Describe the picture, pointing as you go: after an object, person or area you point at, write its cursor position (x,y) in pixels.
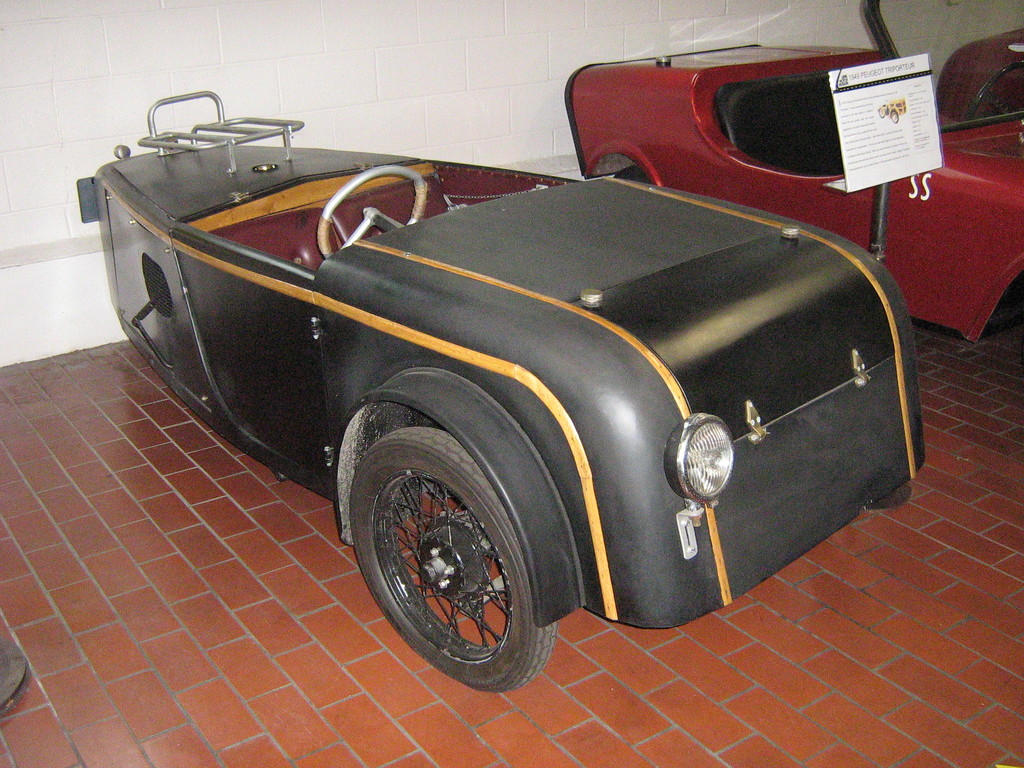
In this picture we can see there are two vehicles (566,210) on the floor (1004,502) and in between the vehicles (833,211) there is a pole (874,259) with a board (866,119). Behind the vehicles (383,178) there's a wall (251,85).
